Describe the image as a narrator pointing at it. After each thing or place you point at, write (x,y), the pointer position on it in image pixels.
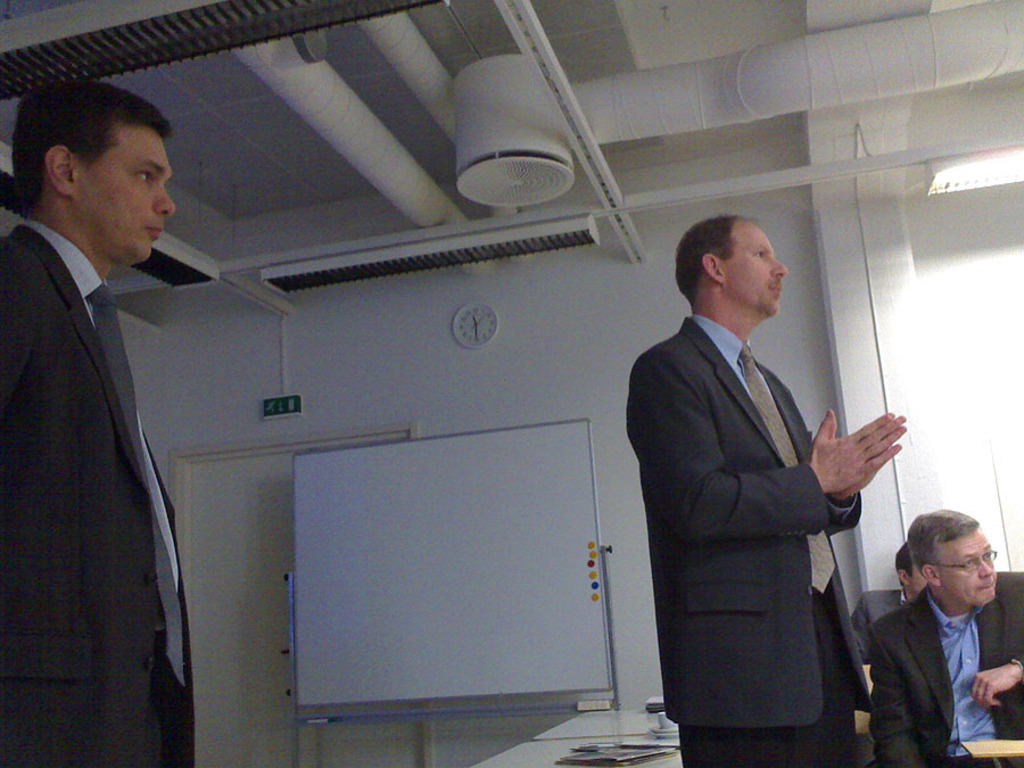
In the image two persons (40,147) are standing and watching. In front of them there is a table (573,725), on the table (573,725) there are some papers (647,760). Behind the table (533,748) there is wall (609,294) and board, on the wall (602,332) there is a door (217,636) and sign board (290,407). At the top of the image (153,95) there is ceiling (172,221). In the bottom right side of the image (909,609) two persons (881,715) are sitting and watching.
